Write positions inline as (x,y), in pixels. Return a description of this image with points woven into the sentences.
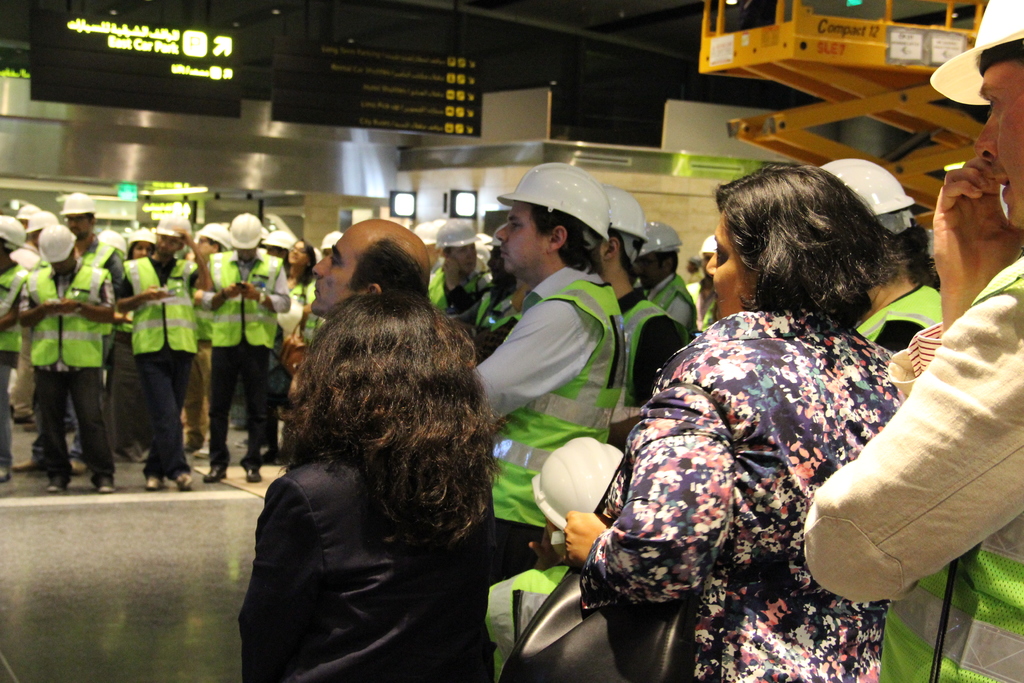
In this image in the front (370,367) there are persons (836,368) standing. In the background (188,158) there is a building (254,136) and on the top (119,58) there is a board (107,48) with some text (143,47) written on it. On the right side (867,49) there is an object (880,87) which is yellow in colour with some text (833,43) written on it.
